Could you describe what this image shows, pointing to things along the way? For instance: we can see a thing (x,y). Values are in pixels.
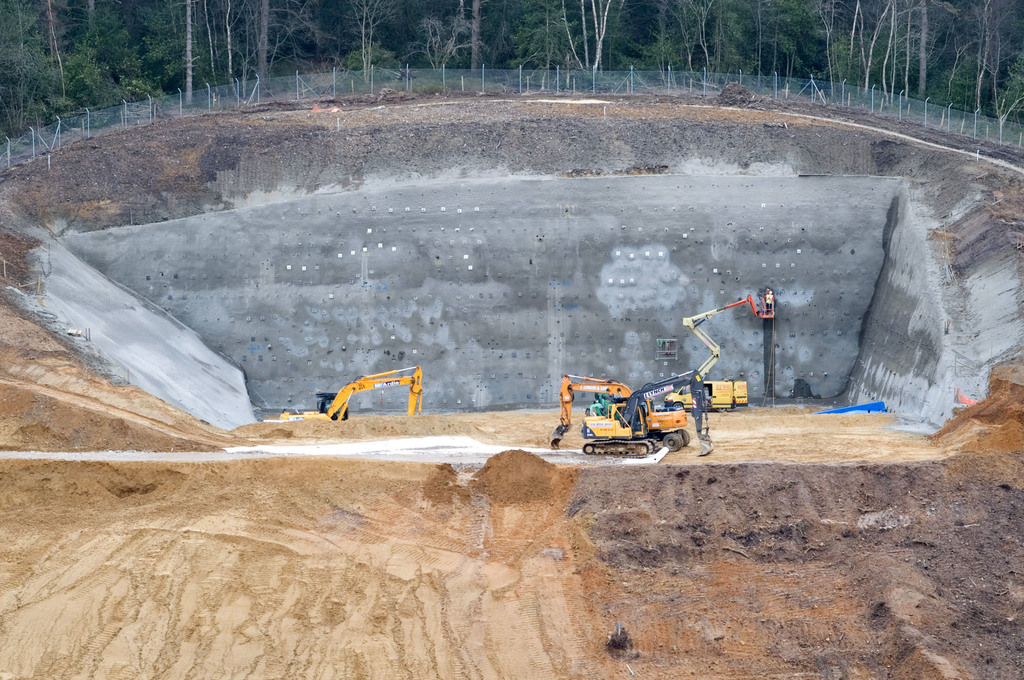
Here in this picture we can see number of cranes (626,440) present over there and they are digging a place (510,420) and removing sand (253,468) over there and behind that we can see a fencing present all over there and we can see trees (192,66) and plants (322,63) present all over there.
